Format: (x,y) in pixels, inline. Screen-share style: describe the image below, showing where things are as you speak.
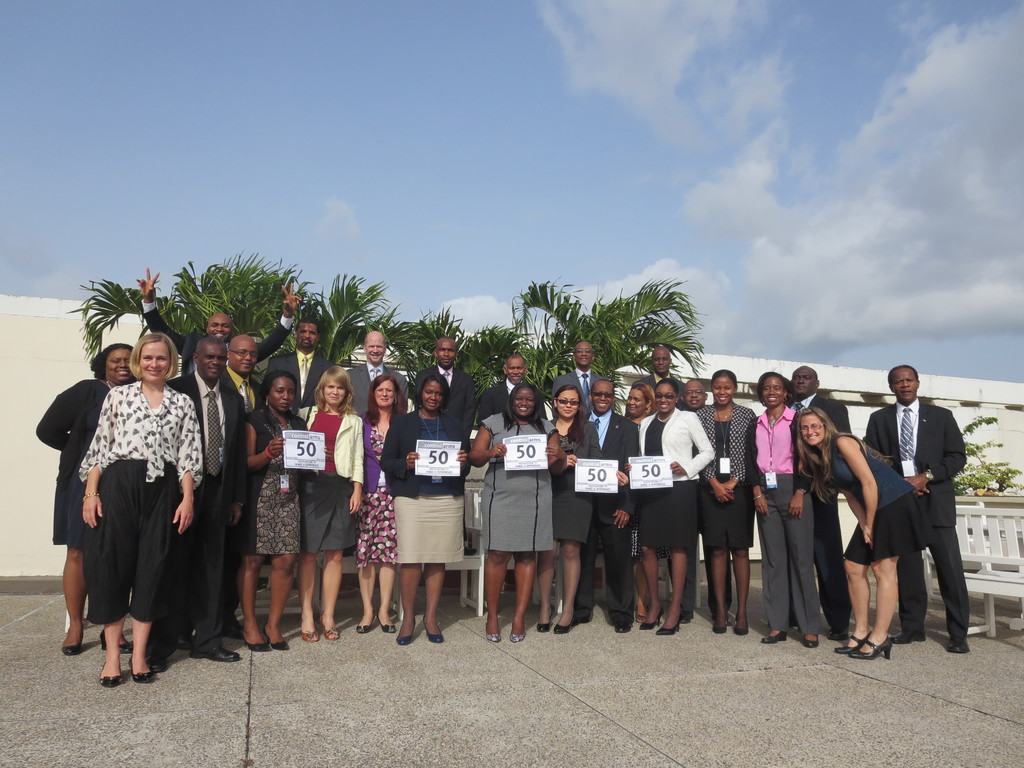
There are group of people (112,523) standing and posing for the photo, some of the women (454,481) are holding a sheet (317,448) in their hands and there is a wall (1014,405) behind the people (307,340) and in front of the wall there are some trees (402,328).
